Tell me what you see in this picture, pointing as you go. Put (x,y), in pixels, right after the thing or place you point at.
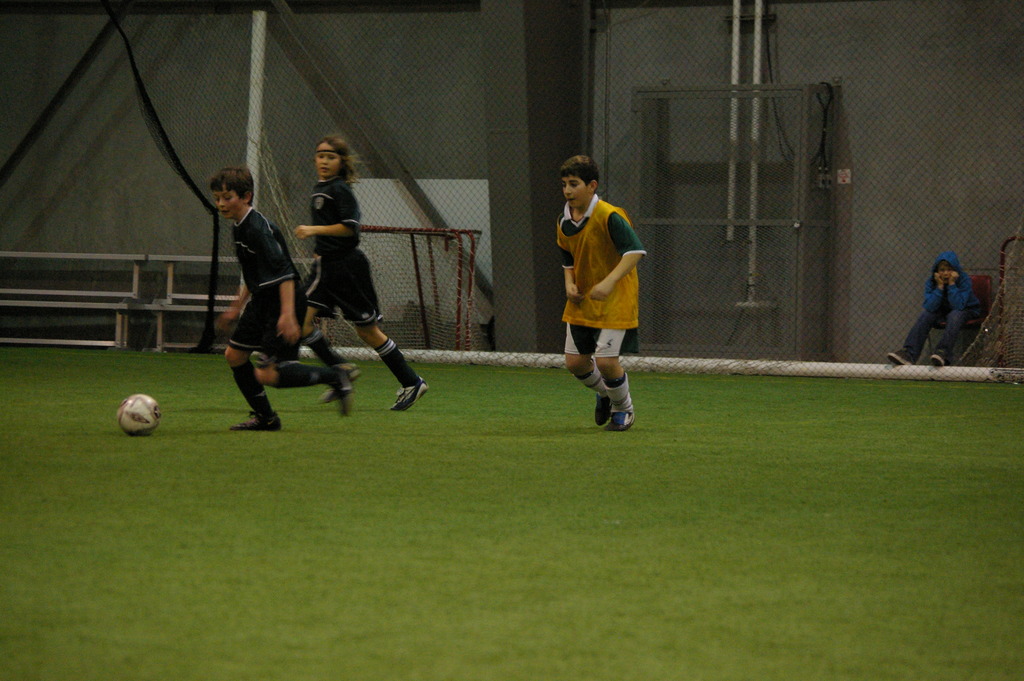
In this image, I can see three persons (580,290) running on the ground (222,495). I can see a football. On the right side of the image (935,309), I can see a person (957,302) sitting on the chair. In the background (168,84), there is a mesh (358,117) and few other objects (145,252). On the left side of the image (84,306), I can see benches (200,304).
